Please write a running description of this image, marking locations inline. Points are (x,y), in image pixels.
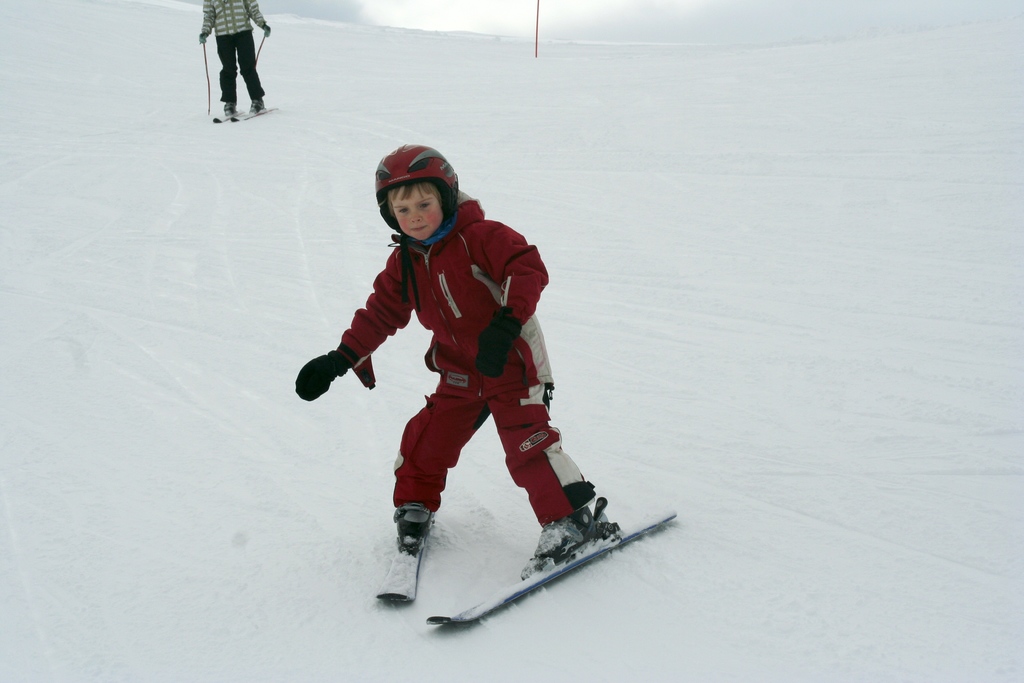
In the image in the center (462,354), we can see two persons (401,320) are skiing on the snow (143,509). And the front person (583,508) is wearing a helmet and gloves (479,363). In the background (549,292) there is a pole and snow (557,44).
